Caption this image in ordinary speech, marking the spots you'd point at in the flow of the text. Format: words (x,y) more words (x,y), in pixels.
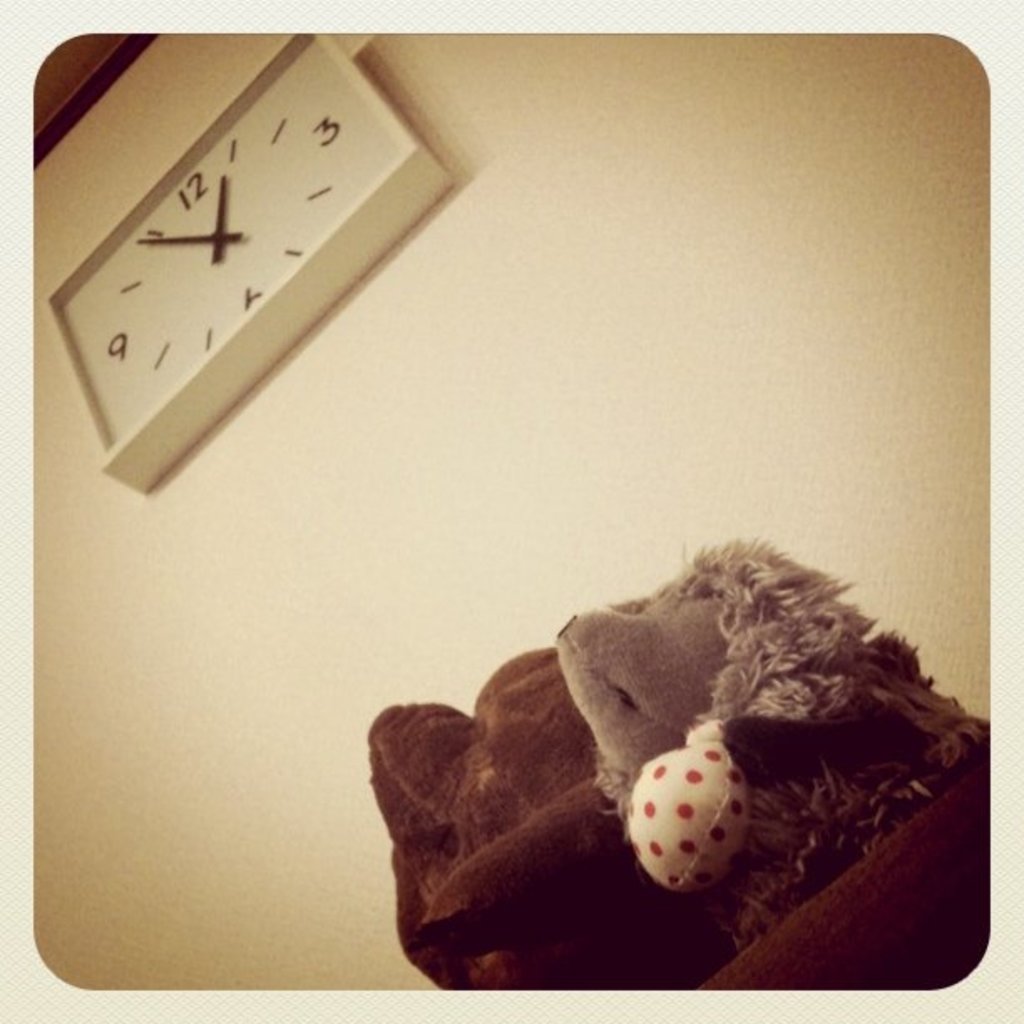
In this picture there is a toy (554,768) on the table (949,948). In the top left (89,287) there is a wall clock (304,294) on the wall (581,246).
